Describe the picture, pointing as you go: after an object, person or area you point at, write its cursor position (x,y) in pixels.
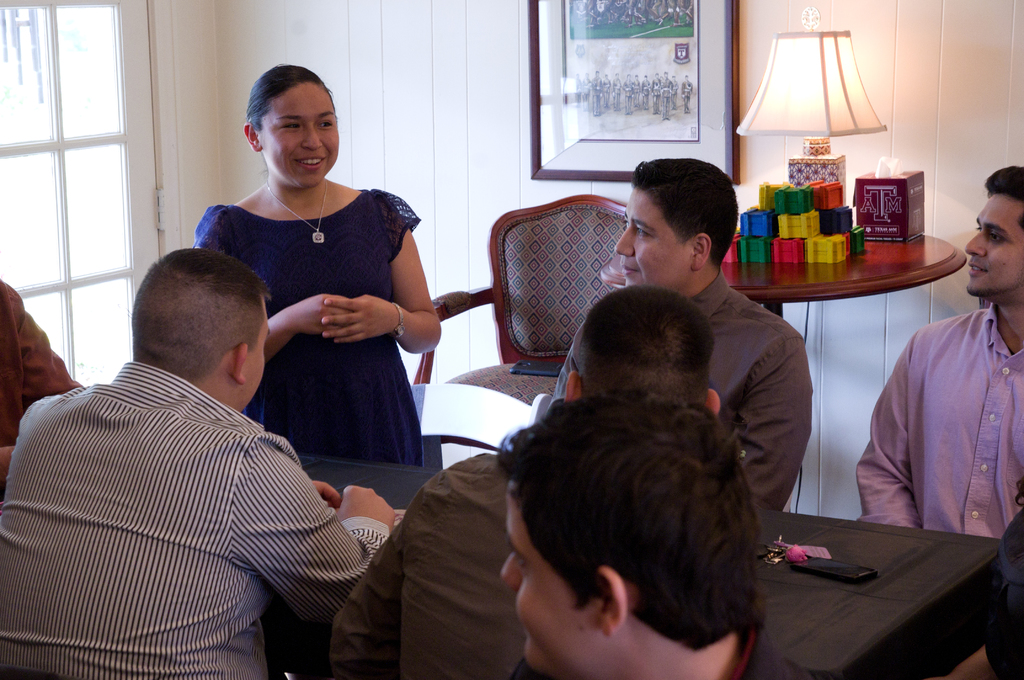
In this image i can see a group of people (470,485) are sitting on a chair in front of a table (790,529). I can also see a woman (354,312) is standing and smiling.
